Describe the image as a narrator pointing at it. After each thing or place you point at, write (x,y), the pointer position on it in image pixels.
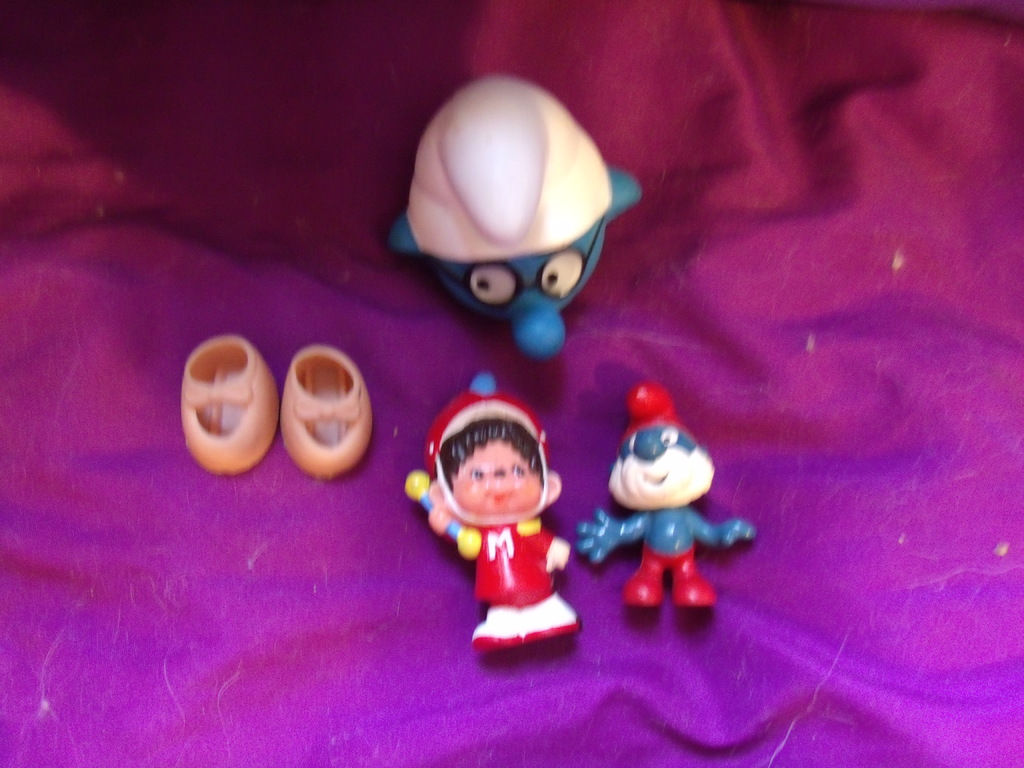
There are some toys (463,407) on a pink cloth (674,387).
